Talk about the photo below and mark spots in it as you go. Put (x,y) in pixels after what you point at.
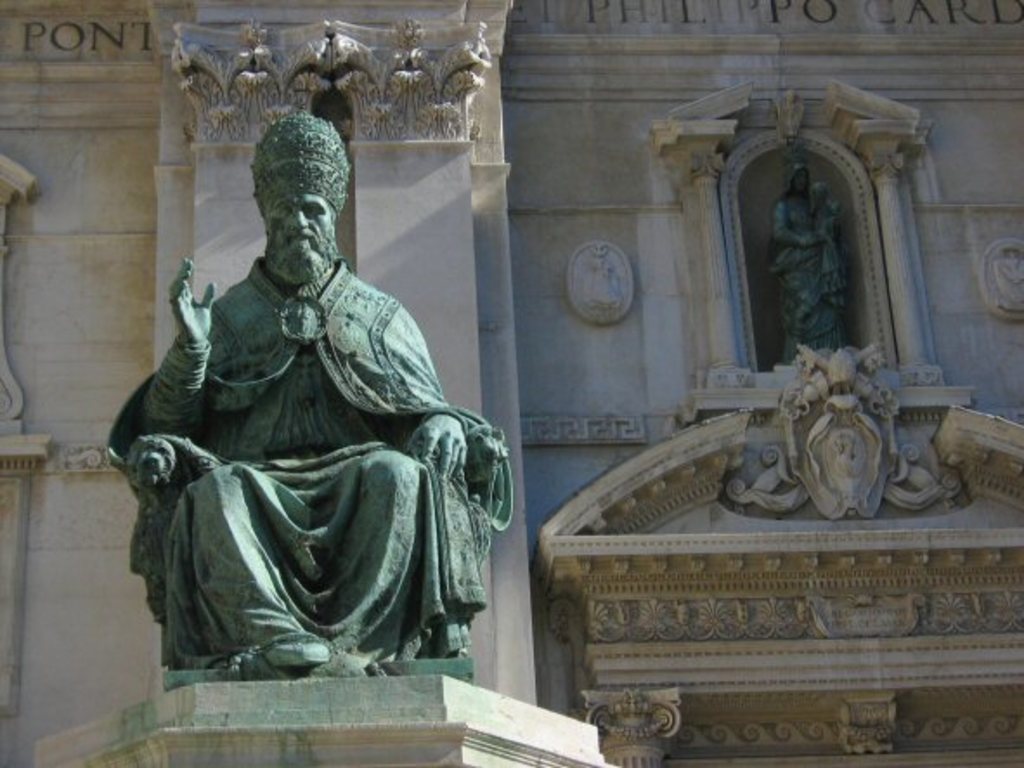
This picture is clicked outside. On the left (290,196) there is a sculpture of a person (295,472) seems to be sitting on the chair (157,466). On the right (789,198) we can see another sculpture of a person (801,239) holding some object (828,236) and standing. In the background (604,120) we can see the wall (518,131) of a building (643,425).
